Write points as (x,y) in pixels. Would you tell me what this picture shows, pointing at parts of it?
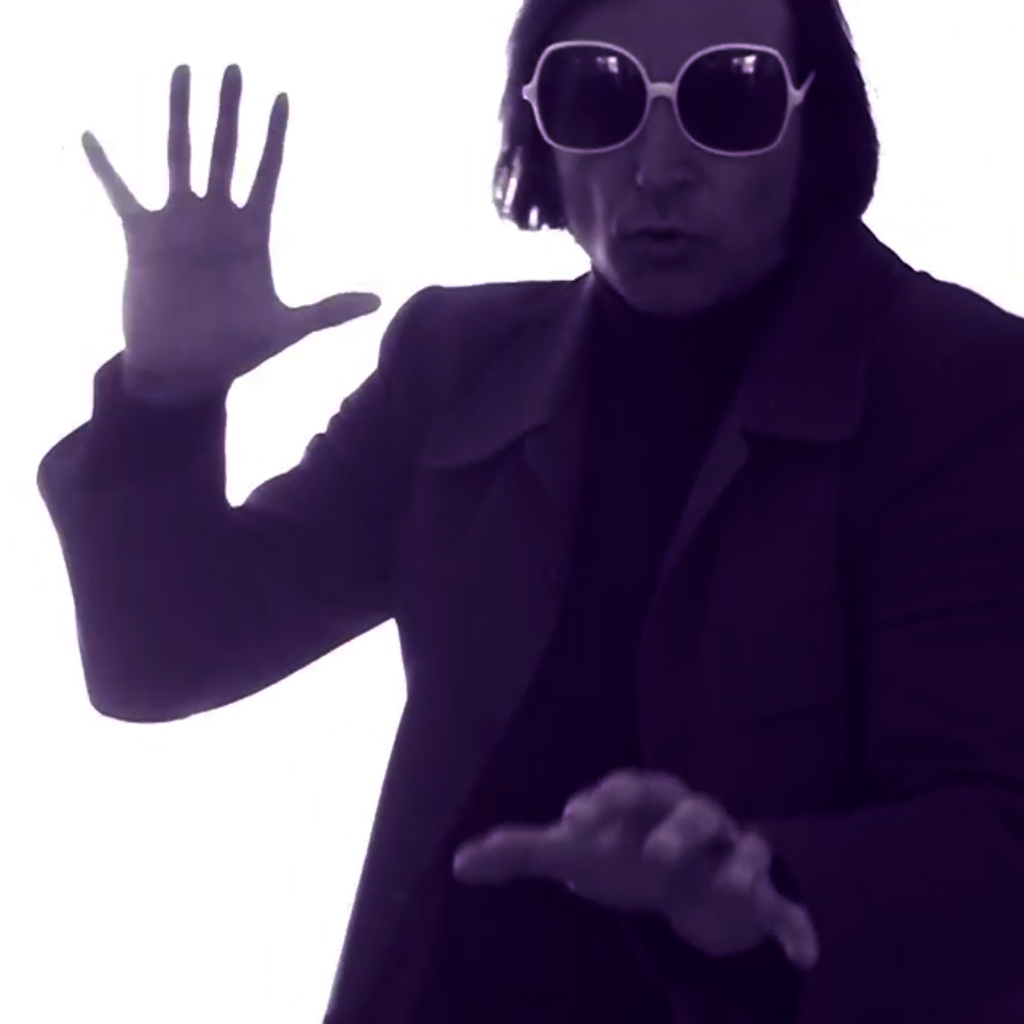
There is a man (656,74) wore glasses (616,143). In the background (383,87) it is white.
